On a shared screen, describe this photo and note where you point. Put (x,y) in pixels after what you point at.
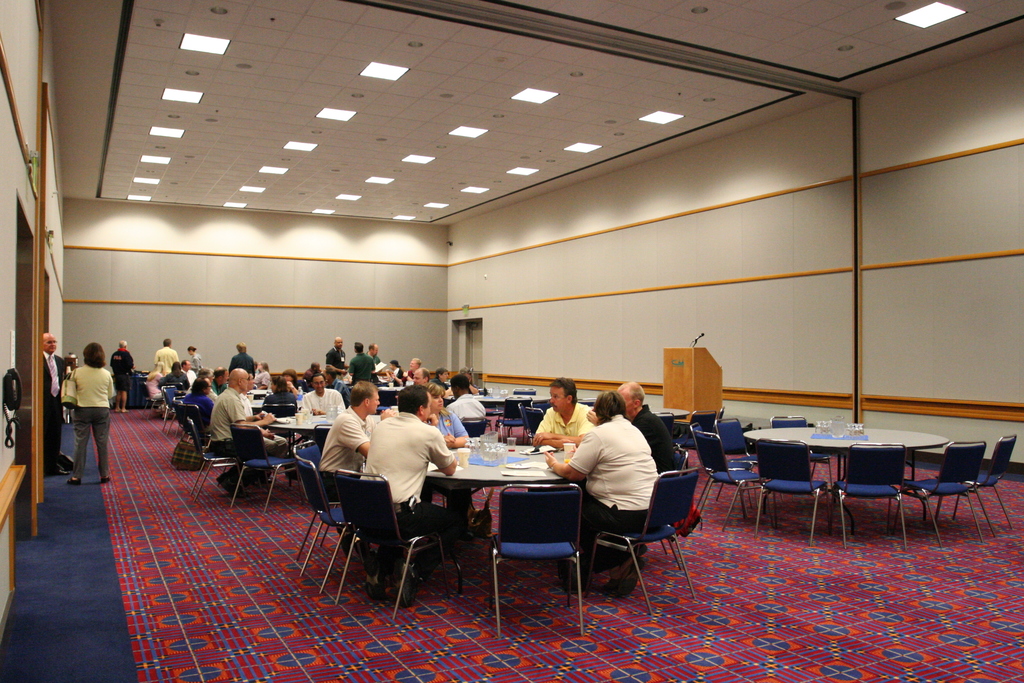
In this picture there is a group of men (434,510) and women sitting in the big hall (510,481) for the meeting. In the front (359,616) bottom side there is a red color carpet (694,623). On the top ceiling (501,164) there are some spotlights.
